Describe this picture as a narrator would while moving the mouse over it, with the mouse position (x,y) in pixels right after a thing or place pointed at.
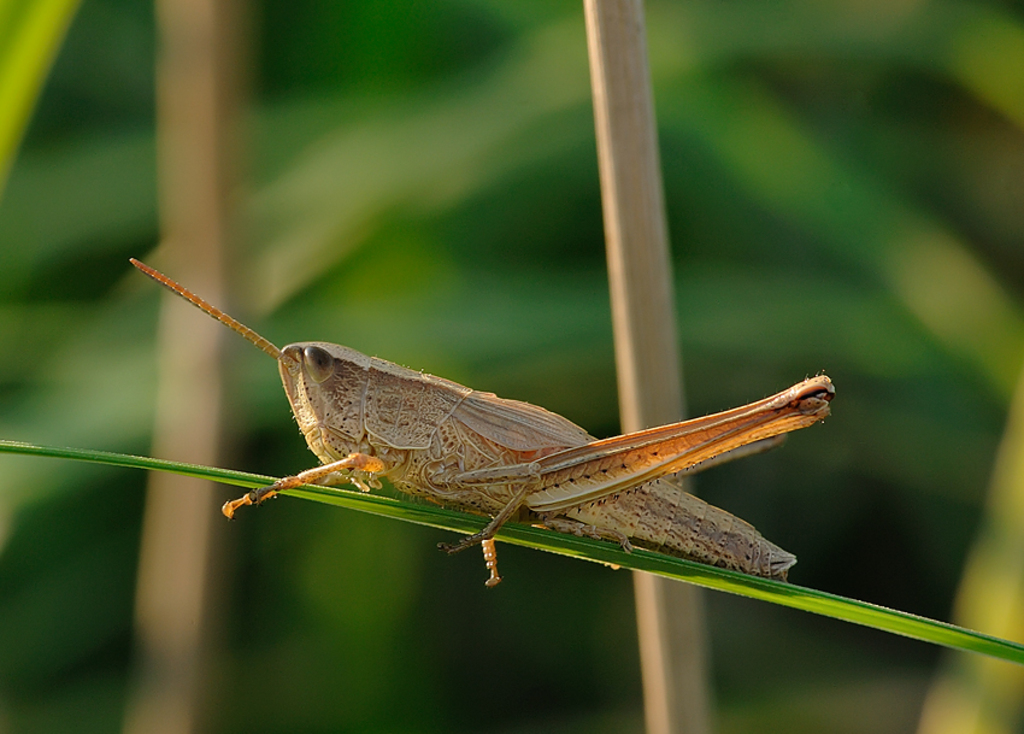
Background (144,100) portion of the picture is blurred. In this picture we can see a grasshopper (491,492) on a leaf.
